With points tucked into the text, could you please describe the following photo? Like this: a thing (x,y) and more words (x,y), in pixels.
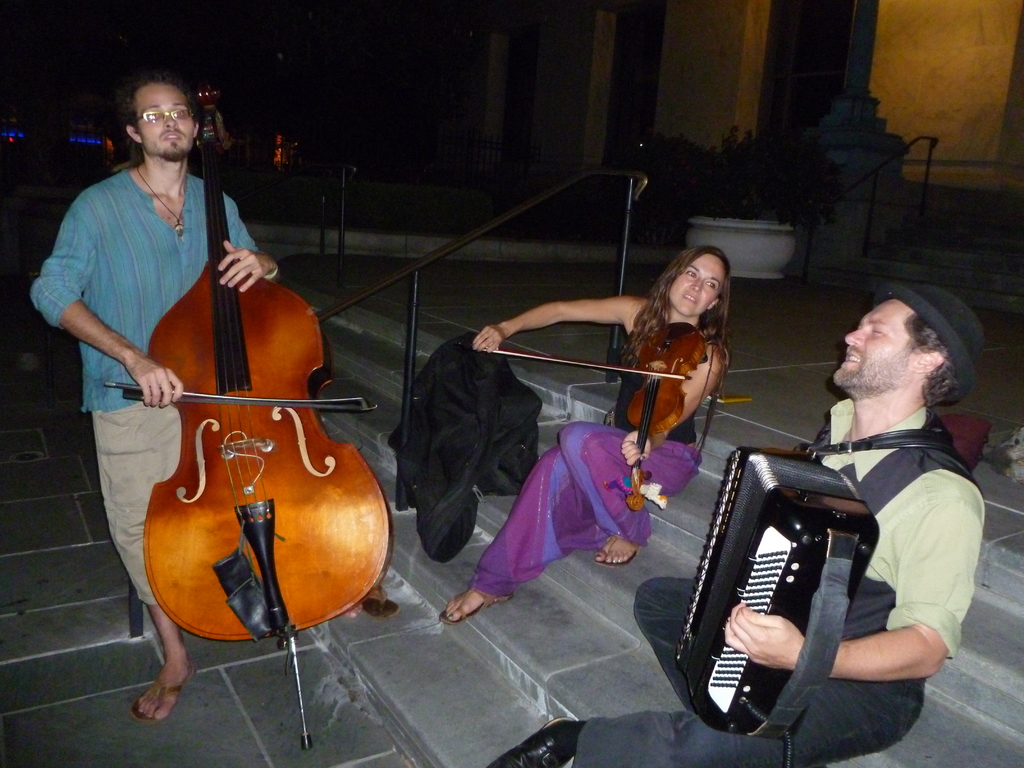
In this picture there is a person (628,379) playing violin (653,362) and a guy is playing an accordion (716,581). These are sitting on the steps (618,670) and the guy (185,248) is standing. In the background (699,206) there are few trees (722,205) and pillars (710,38) of the building (678,35).
